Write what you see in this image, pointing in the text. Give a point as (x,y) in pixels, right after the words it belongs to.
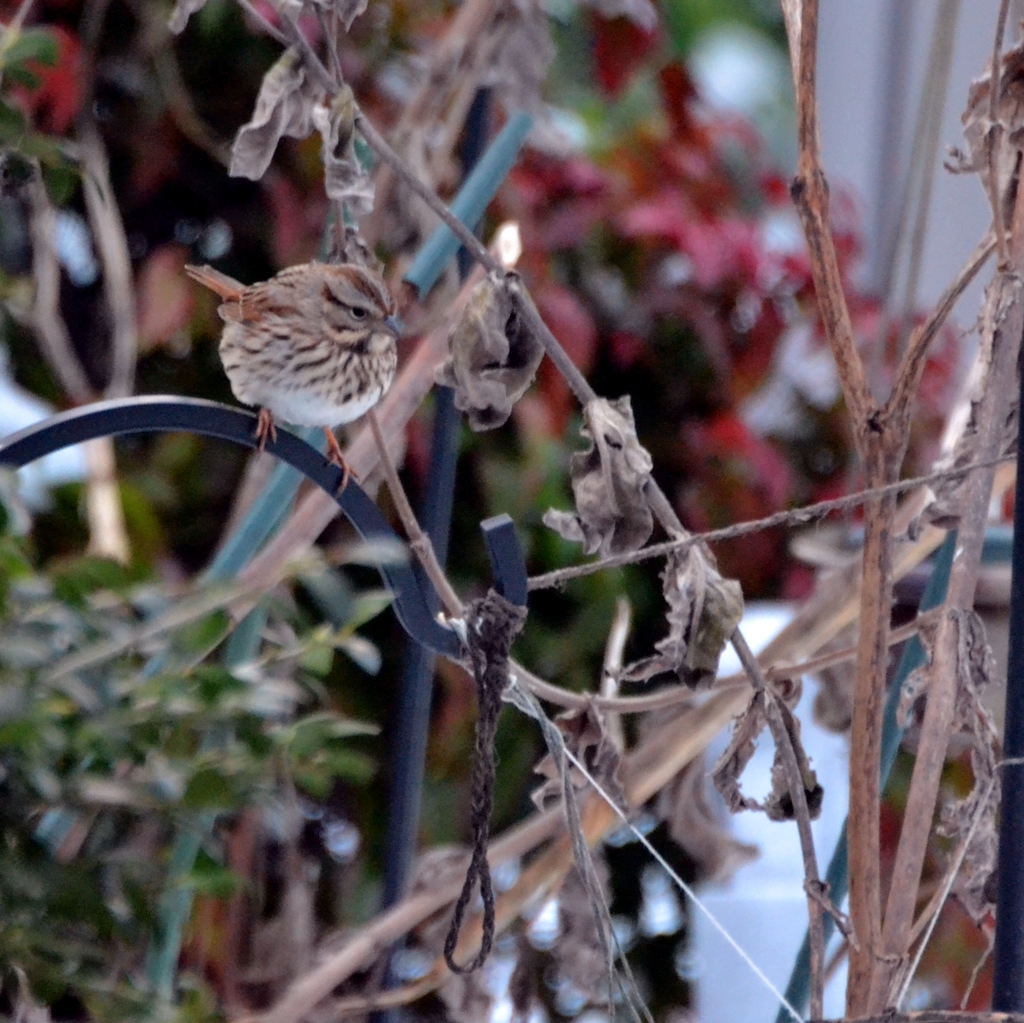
In the picture I can see a bird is sitting on an object (214,426). In the background (291,567) I can see trees (357,597) and some other objects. The background of the image (184,361) is blurred.
